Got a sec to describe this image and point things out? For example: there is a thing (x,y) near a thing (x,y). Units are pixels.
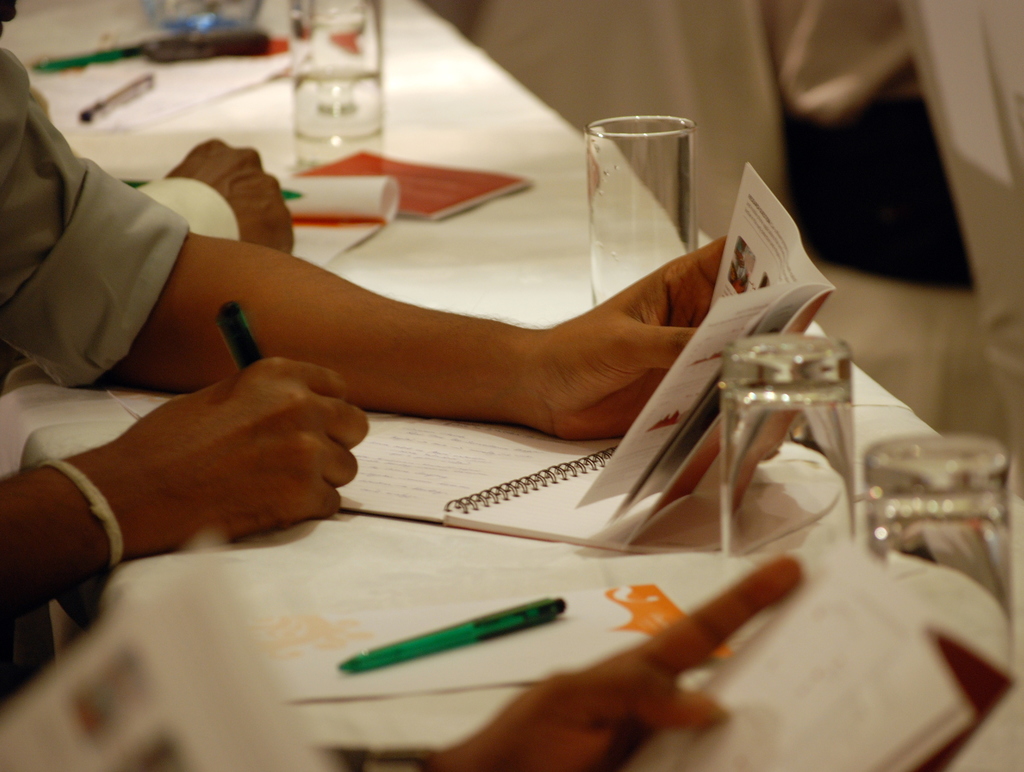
In this picture I can see the person's hand (178,329) who is wearing shirt (141,260) and holding the book (787,266) and pen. He is writing something in the book (506,436). On the table (423,64) I can see the water glasses (941,577), books (341,166), papers (360,199), pens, diaries (565,532) and other objects (346,160). On the right (993,312) I can see the cloth (993,312).
